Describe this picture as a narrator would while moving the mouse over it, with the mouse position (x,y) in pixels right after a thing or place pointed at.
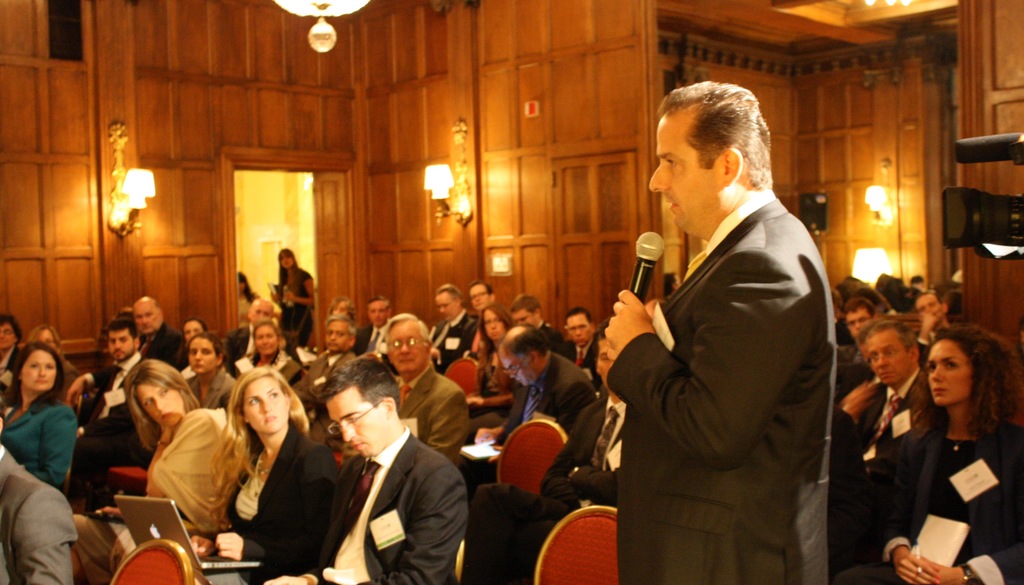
In the foreground of the image (639,584) there is a person (625,576) wearing a suit (644,426) and he is holding a mic (638,257) in his hand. There are many people (435,568) sitting in chairs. In background of the image (507,53) there is a wall (262,61).
